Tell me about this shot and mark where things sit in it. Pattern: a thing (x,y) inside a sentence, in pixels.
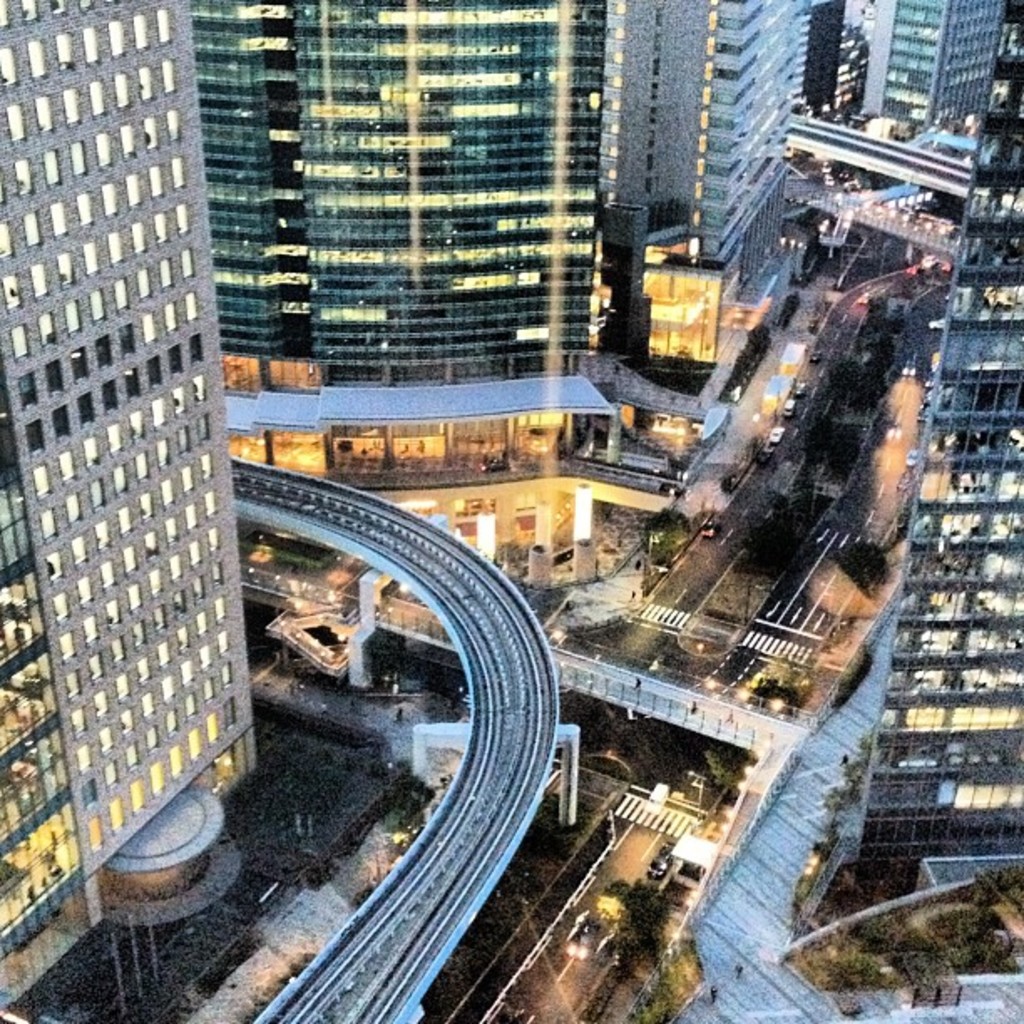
In this picture we can see the skyscrapers (620,88), trees (881,376), poles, vehicles (589,919) on the road (612,871). We can see the lights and the bridges (752,773). People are also visible in the picture.
